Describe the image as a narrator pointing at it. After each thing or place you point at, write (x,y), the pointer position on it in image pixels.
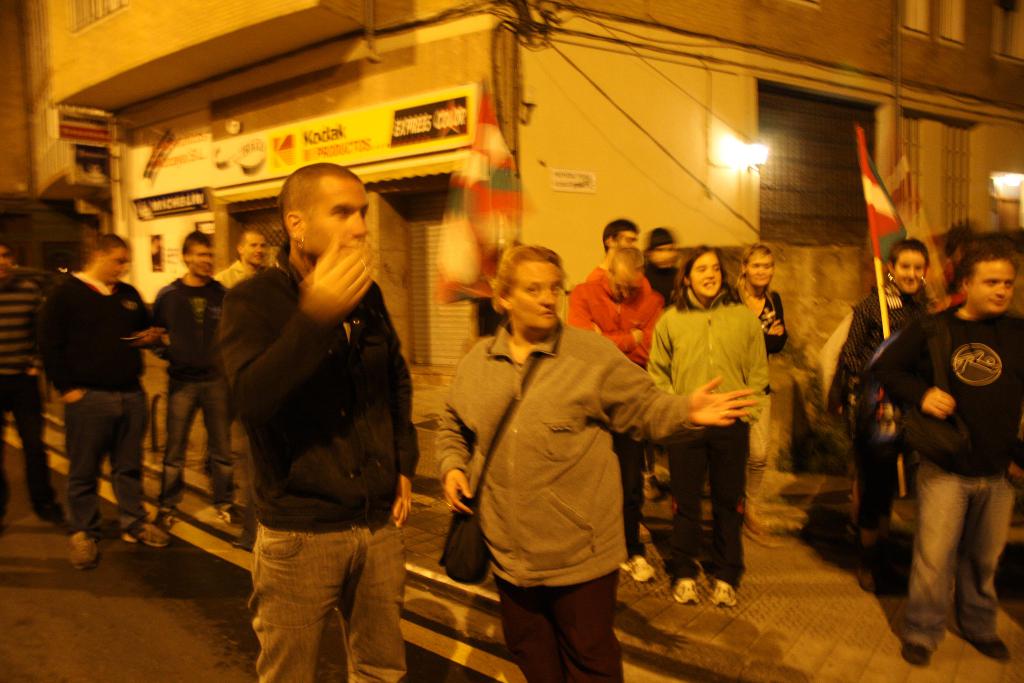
In this image there is a group of people (246,465) standing on the roads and pavement (437,522) are holding flags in their hands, behind them there is a closed shutter (433,328) of a shop (437,339) of a building (431,203), there are grill windows (776,225) and lamps (743,150) on the building (784,239).
